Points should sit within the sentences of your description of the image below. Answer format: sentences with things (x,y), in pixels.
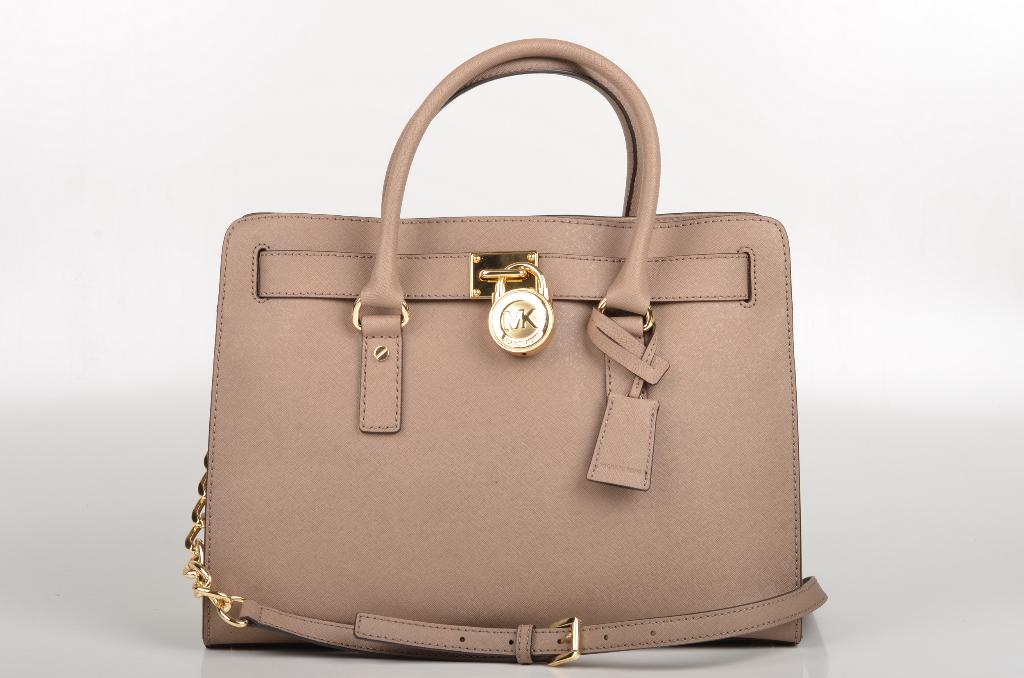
It's a beautiful handbag (685,242).
